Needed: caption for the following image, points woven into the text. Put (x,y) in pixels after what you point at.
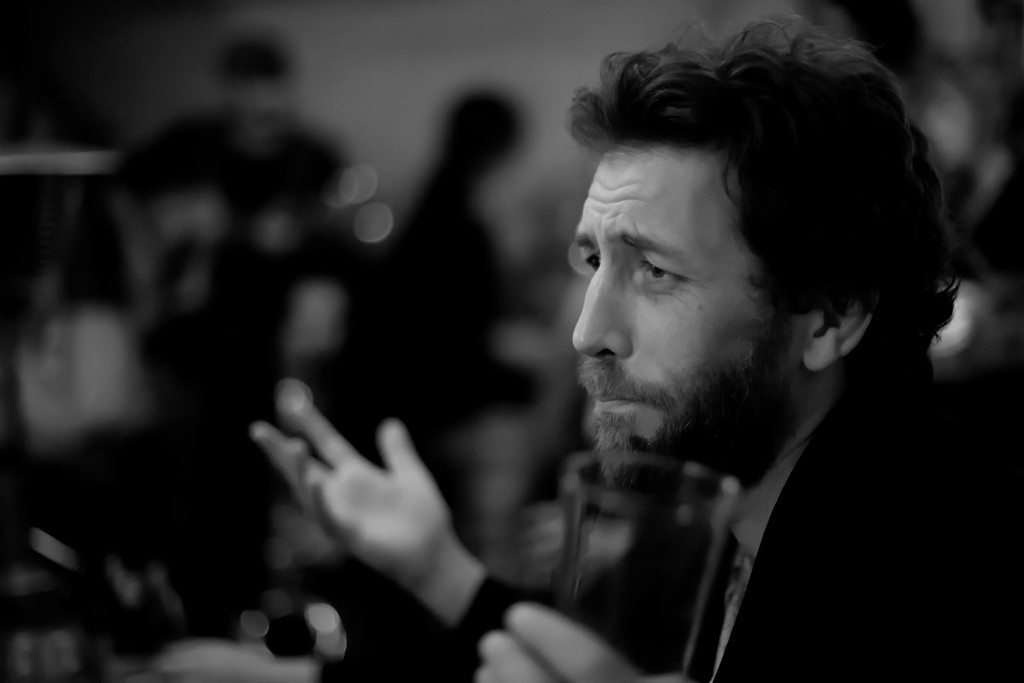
This is a black and white image. In this image we can see a person (379,511) holding a glass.
